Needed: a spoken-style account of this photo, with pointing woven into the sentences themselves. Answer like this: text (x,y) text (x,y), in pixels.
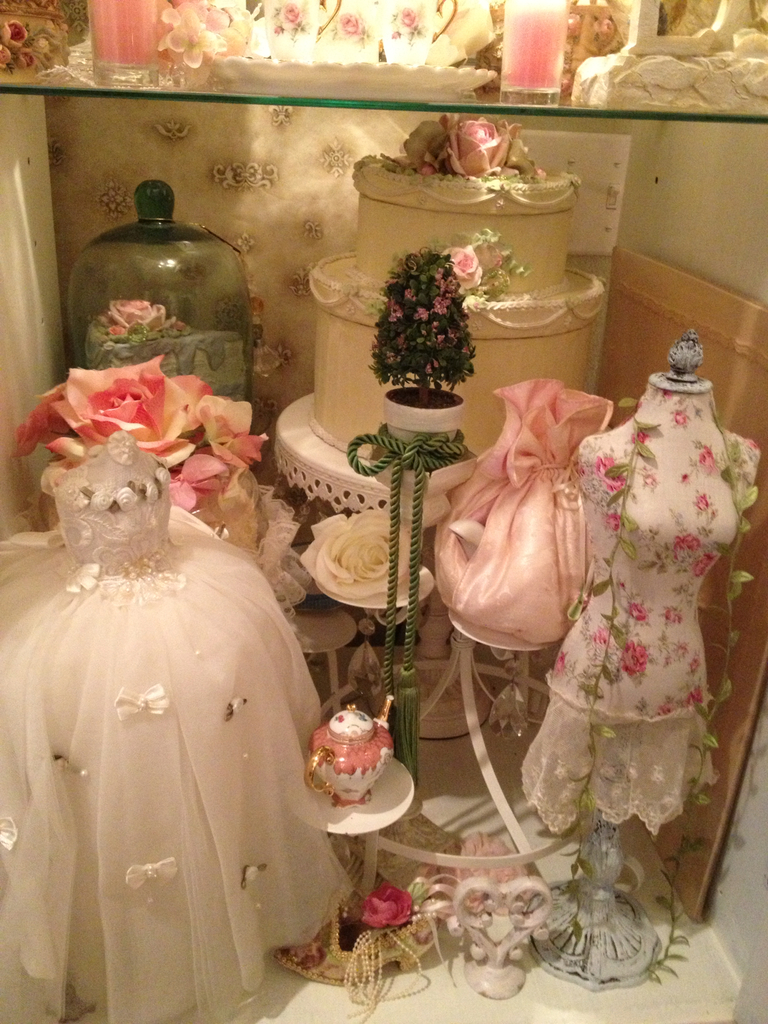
In this image there are frocks (93,819). In the center of the image (450,497) there is a table (309,419) and on top of the table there is a depiction of cake (397,260). There is a glass platform (516,106). On top of it there are glasses (99,22) and a few other objects (590,50). In the background of the image (324,141) there is a wall (660,162). At the bottom of the image (643,997) there is a floor (601,1002).
